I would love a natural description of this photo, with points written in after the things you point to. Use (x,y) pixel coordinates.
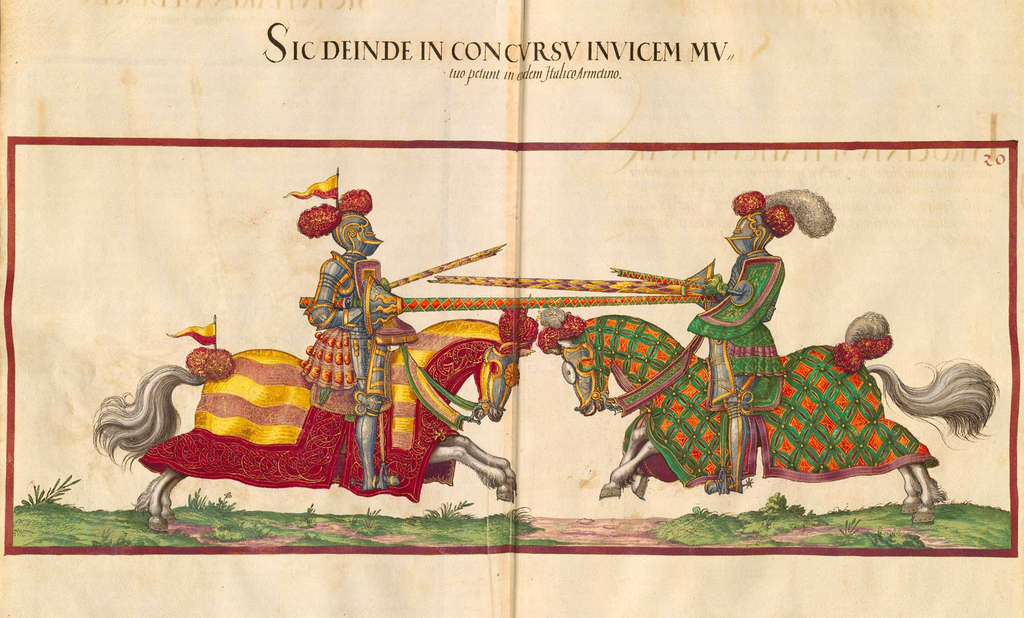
In this image we can see a poster (335,262) of persons (760,361) sitting on the horses (866,401). We can see few plants (793,508) and grass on a surface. At the top (509,53) we can see some text (538,57).
